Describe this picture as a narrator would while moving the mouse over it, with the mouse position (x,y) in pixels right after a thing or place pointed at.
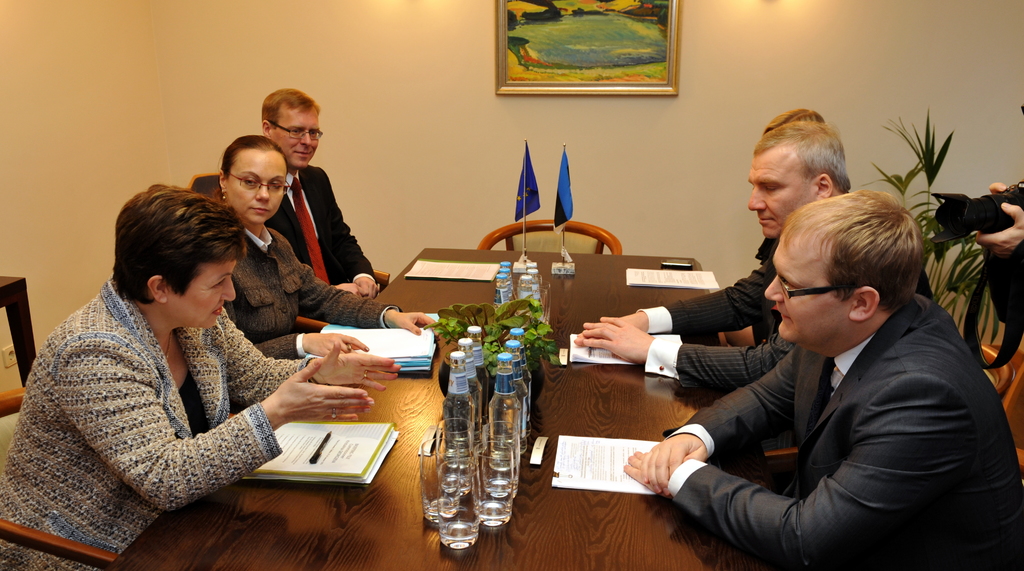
In this picture we can see a group of people (144,413) sitting in a board room (159,386) in which a lady (154,402) is explaining something and having files (365,458) and papers (359,459) in front of her. Another woman (273,266) is sitting beside her and listening to her and man (305,177) beside wearing a red tie (315,239) and black coat (322,209) is smiling. And There is Big Cream color wall (402,40) with painting (528,56) on it. We have two small flags (530,202) and water bottle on the table (562,316). On The right side (850,378) three persons (839,317) are sitting and listening to her and a camera man (1002,239) shooting this Woman (233,358).
